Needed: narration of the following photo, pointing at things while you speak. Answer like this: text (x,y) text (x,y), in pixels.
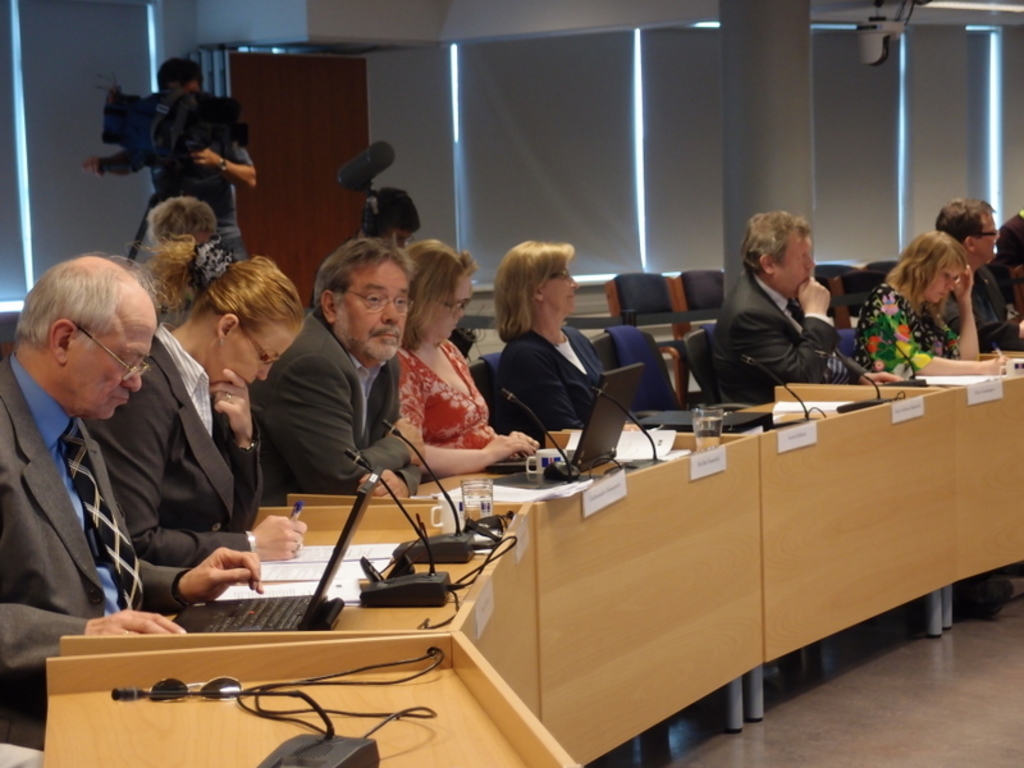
In this image we can see a group of people (280,331) sitting on the chairs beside a table (254,724) containing some glasses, laptops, wires (306,682), some mics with the stand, spectacles (223,690), the name boards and some papers (498,498) on it. In that two women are holding the pens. On the backside (619,177) we can see a person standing holding a camera (187,146) with a stand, a person (402,243) holding the micro phone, a pillar (782,144), curtain blinds (716,124) and some ceiling lights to a roof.
